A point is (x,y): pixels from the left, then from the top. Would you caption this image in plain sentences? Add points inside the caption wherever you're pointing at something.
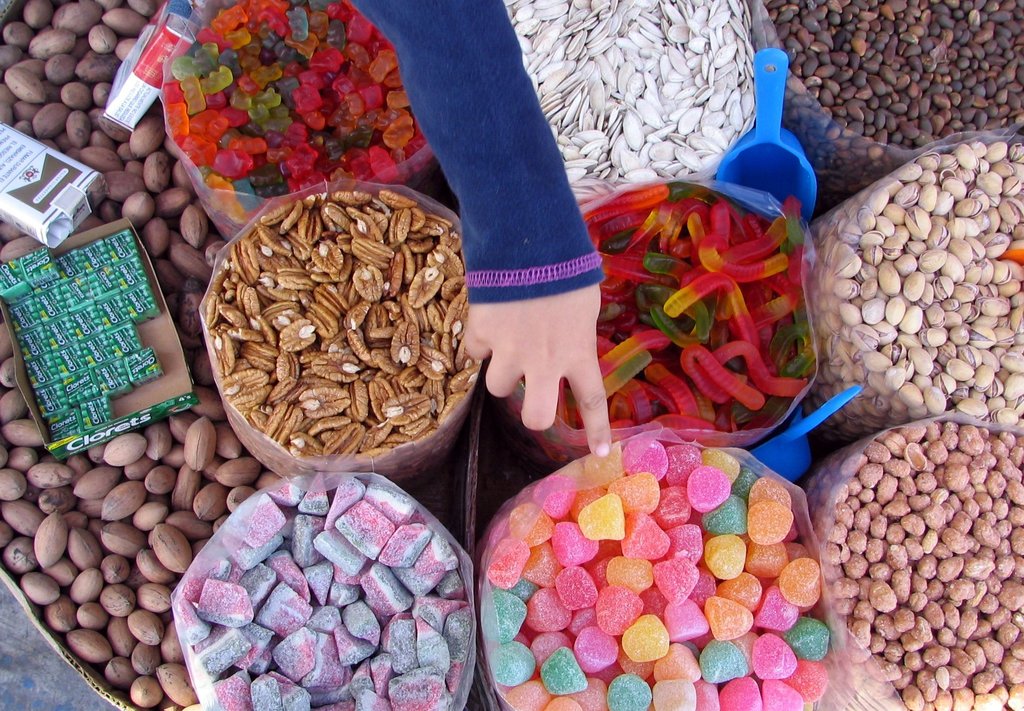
In the picture I can see things (416,408) in a plastic bag (448,423). I can also see blue color objects (810,421), boxes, a person's hand (521,352) and some other things (390,363).
